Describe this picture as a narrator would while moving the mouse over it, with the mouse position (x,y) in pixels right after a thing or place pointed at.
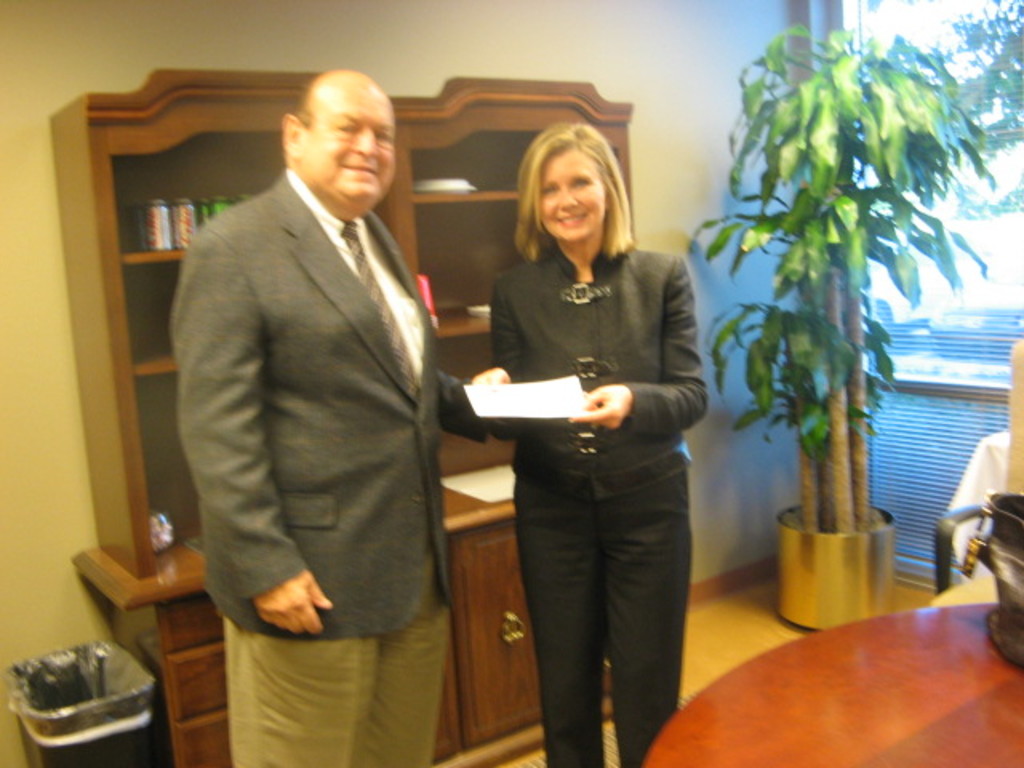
In this image there are two persons (413,391) standing, one of them is holding a paper (566,406) in her hand (595,414), behind them there is a cupboard (203,610) with some objects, beside the cupboard (119,605) there is a dustbin (134,681) and on the other side there is a tree (815,317), in front of them there is a table (890,648) with some objects (1014,627) on it.
